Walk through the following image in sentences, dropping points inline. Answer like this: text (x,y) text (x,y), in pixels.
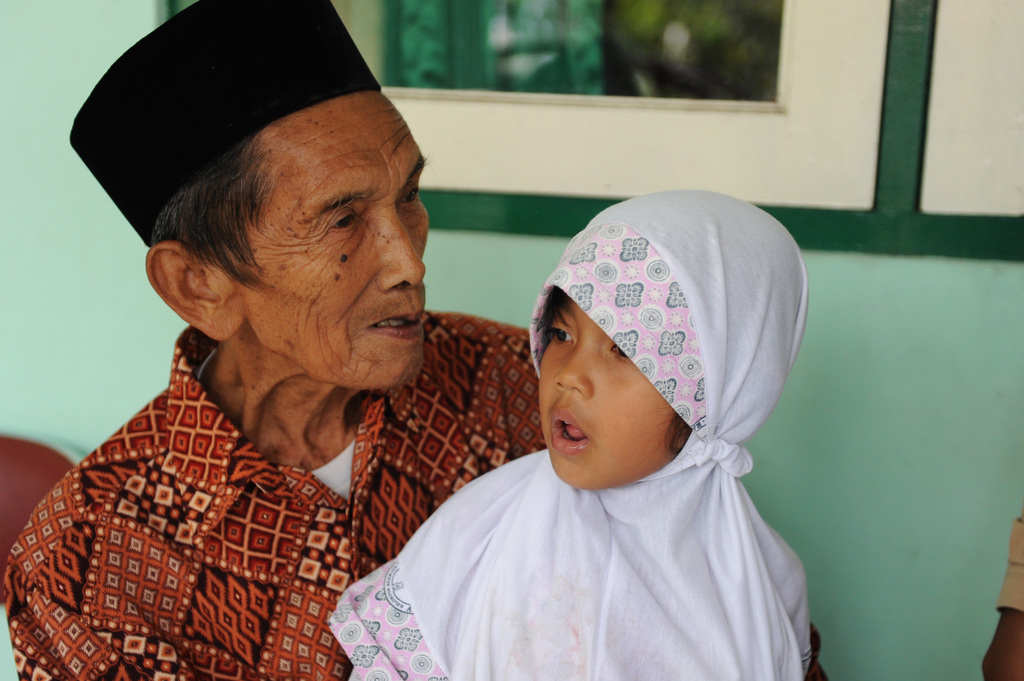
In this image we can see a man (278,401) and a girl (564,595). Man (191,117) is wearing shirt (178,536) with black cap (233,123) and the girl (586,536) is wearing white color scarf (717,560). Behind green wall (912,410) and white color window (764,123) is there.
